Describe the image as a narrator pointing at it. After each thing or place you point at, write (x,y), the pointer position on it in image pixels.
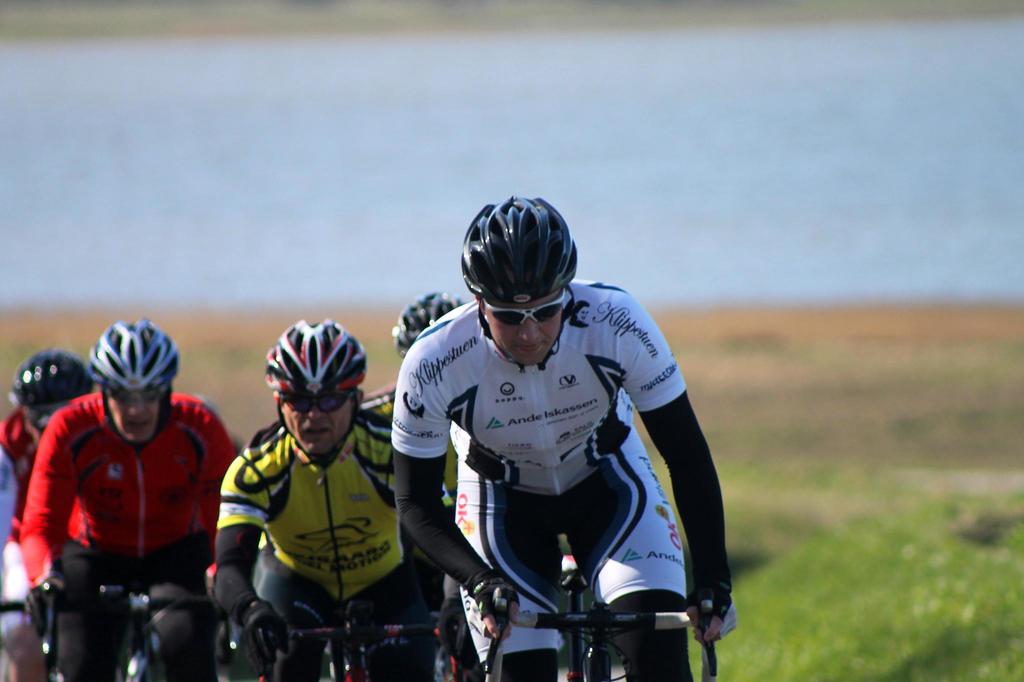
In this picture there are few persons (286,536) riding bicycles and there is greenery ground (893,581) in the right corner (854,578) and there is water (471,161) in the background (410,140).
